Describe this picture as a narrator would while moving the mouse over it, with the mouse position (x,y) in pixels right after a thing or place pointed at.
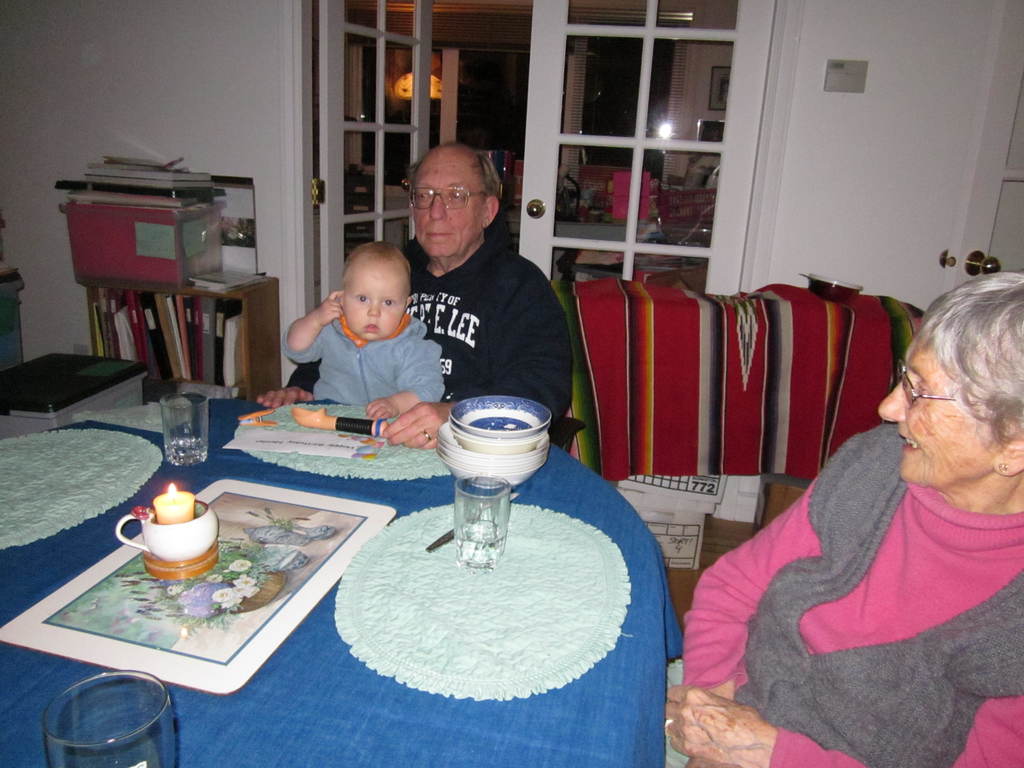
This is a table (344,717) where bowls (455,411), a glass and a candle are kept on it. There is a woman (1014,662) sitting on a chair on the right side (1009,555) and she is smiling. This is a bookshelf (257,323). In the background (390,136) we can see a glass door (544,94).
